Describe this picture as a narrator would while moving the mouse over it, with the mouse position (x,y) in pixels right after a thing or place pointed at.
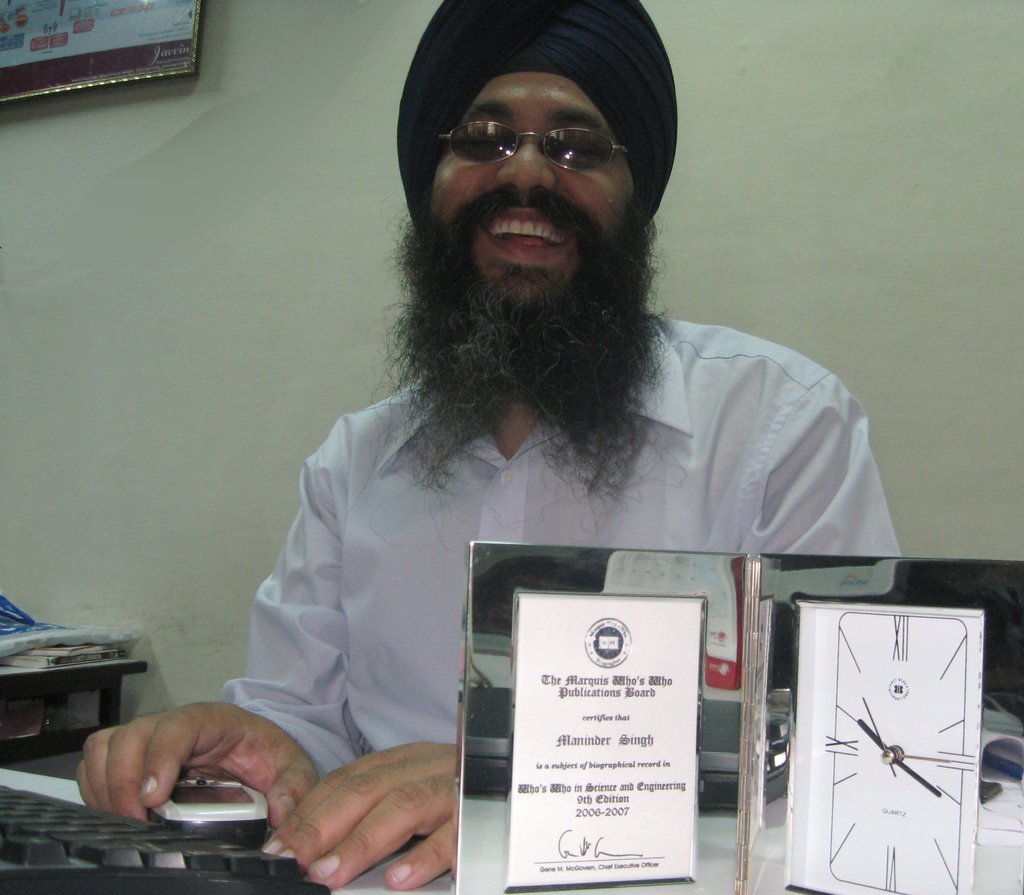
In the center of the image (343,526) there is a person (325,582) wearing a black color turban (544,48). In front of him there is a table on which there is a keyboard (135,880). There is a phone (208,796). There is some other object (736,604). In the background of the image (741,257) there is a wall (115,353).
